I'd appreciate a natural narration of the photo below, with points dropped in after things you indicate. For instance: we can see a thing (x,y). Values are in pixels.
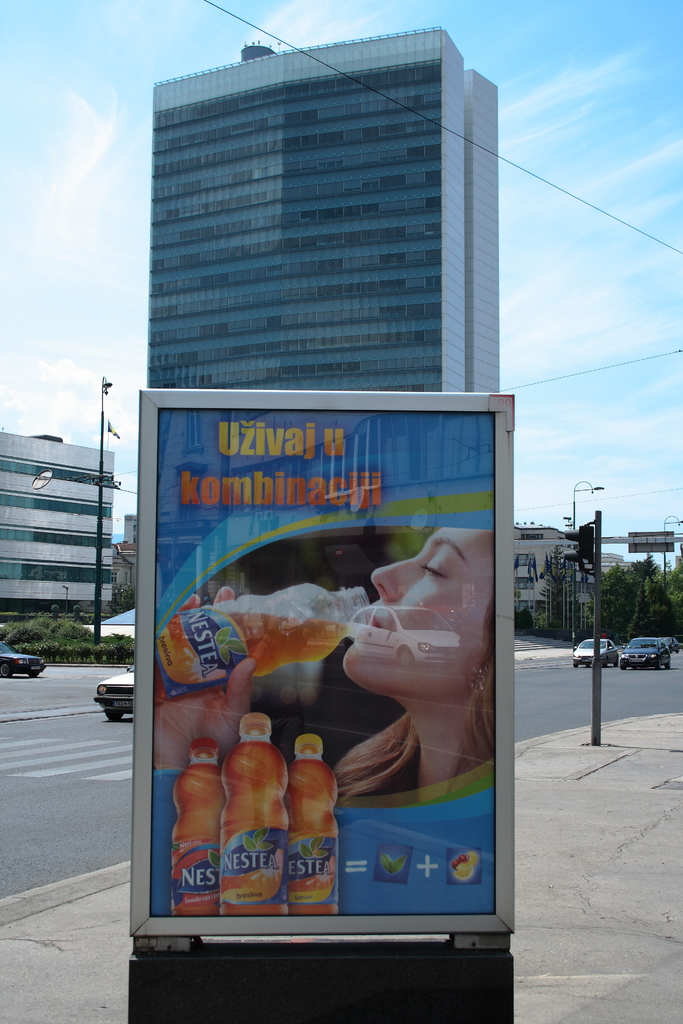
There is a hoarding (472,600) in which, there is a woman (472,599) holding bottle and drinking juice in that bottle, there are three bottles (329,874) and there are texts (261,448). In the background (433,237), there are vehicles (18,657) on the road (66,809), there are buildings (8,435), lights (588,524) attached to the poles (598,516), trees (640,594) and there are clouds (95,145) in the blue sky (113,75).
